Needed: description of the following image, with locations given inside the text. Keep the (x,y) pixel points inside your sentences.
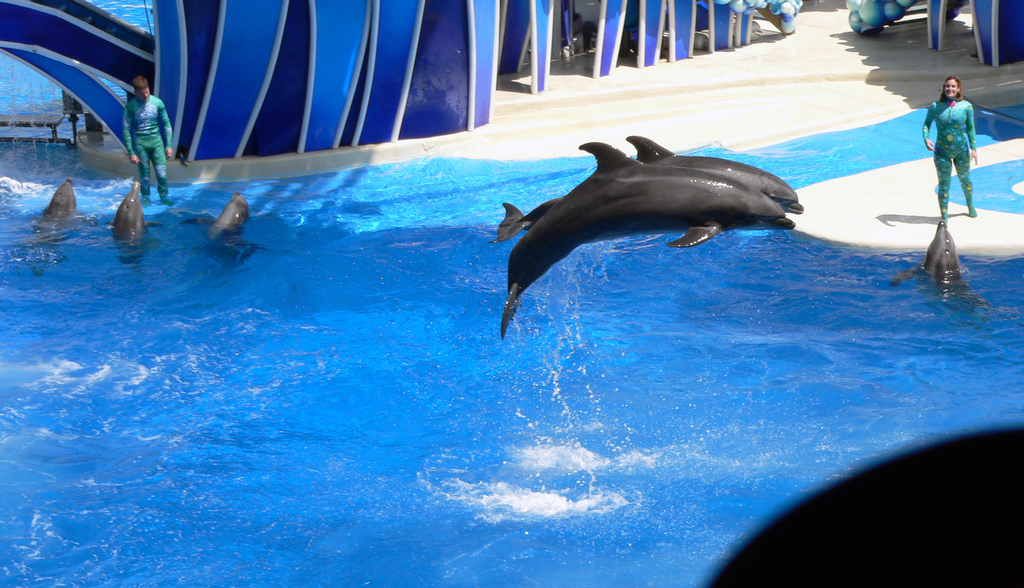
At the bottom of the image (456,407) there is water (465,276). In the water (296,249) there are dolphins (935,246). And also there are two dolphins (628,187) in the air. There are two people (963,122) standing in the background (946,120). And also there are blue color pillars (437,45) in the background (656,48).
